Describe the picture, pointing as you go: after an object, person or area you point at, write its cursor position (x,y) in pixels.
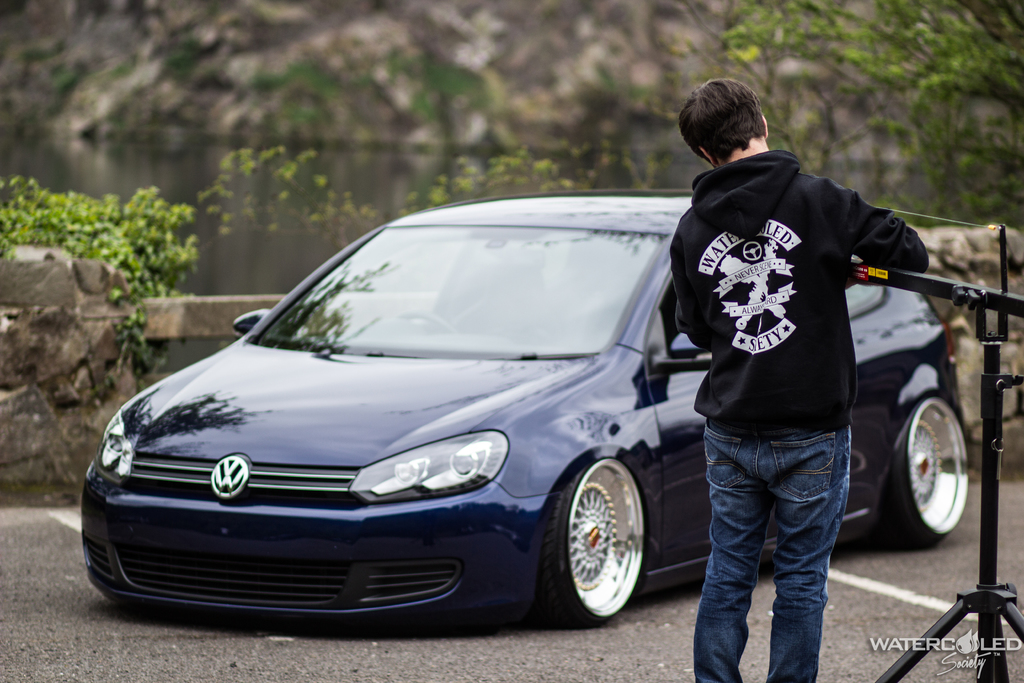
On the right side of the image (821,320) we can see a man (800,290), he is holding a metal rod (988,306), in front of him we can find a car (607,364) and few trees (841,152), in the bottom right hand corner (974,666) we can see some text (970,647).
